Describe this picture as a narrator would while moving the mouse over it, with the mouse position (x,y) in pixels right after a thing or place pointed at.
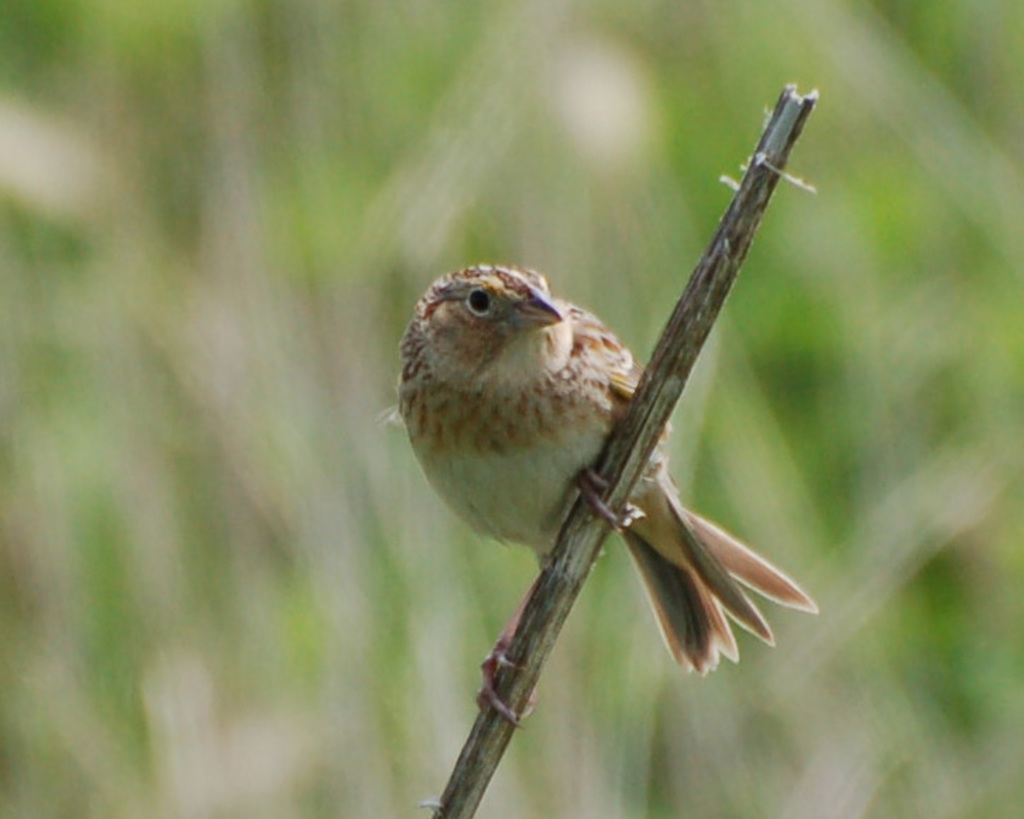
In this image we can see a bird (589,459) on a stick (673,341).
